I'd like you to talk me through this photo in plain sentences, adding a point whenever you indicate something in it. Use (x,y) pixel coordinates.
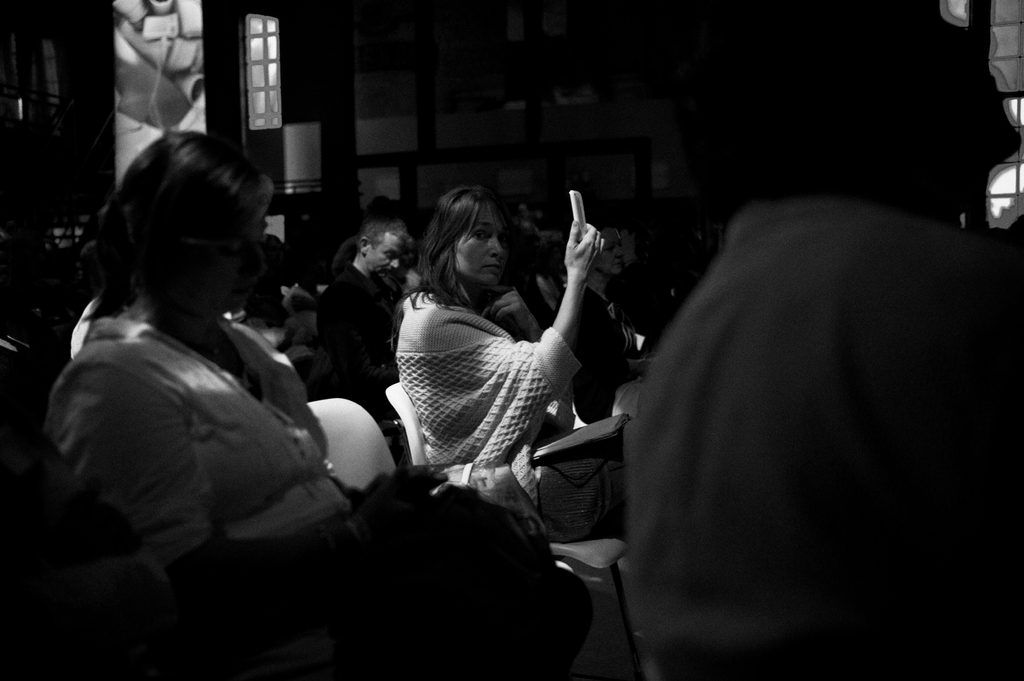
This is a black and white image. Here I can see a crowd (158,528) of people (867,519) sitting on the chairs (350,415) facing towards the right side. In the middle of the image (450,319) there is a woman (450,355) holding an object (580,214) in the hand (584,250) and looking at the camera. In the background (293,155), I can see few objects (295,141) in the dark.
